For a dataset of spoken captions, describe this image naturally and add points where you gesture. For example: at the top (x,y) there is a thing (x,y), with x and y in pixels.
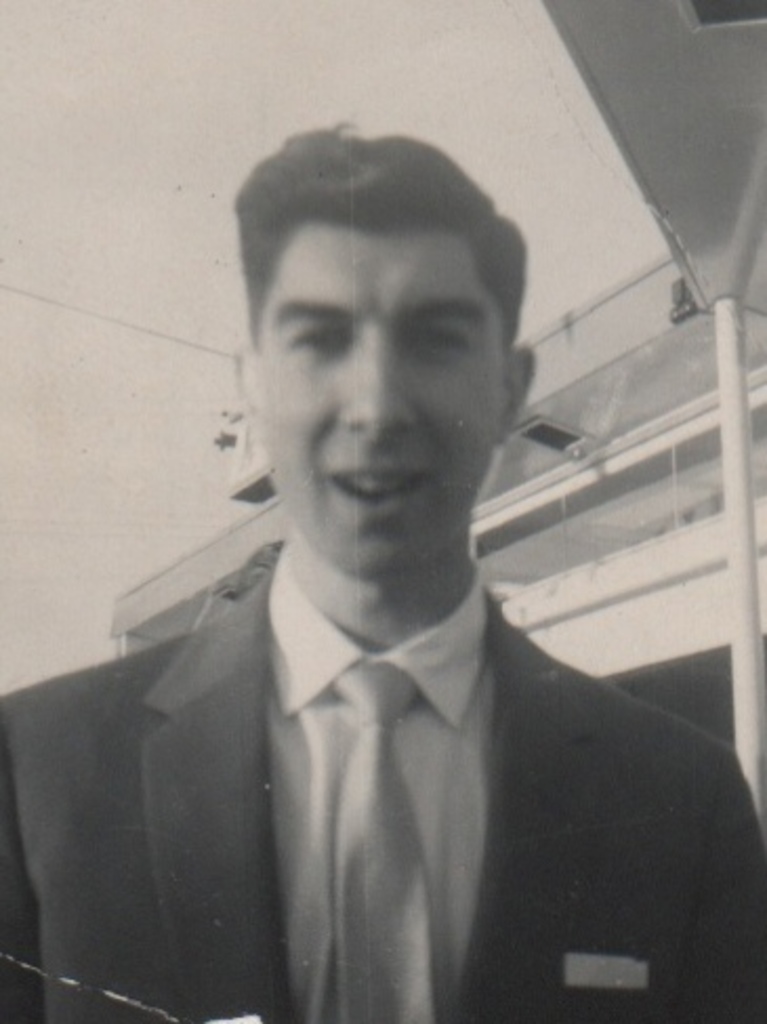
This is a black and white picture. I can see a man (304,556), there is a building (677,371), and in the background (156,175) there is the sky (215,189).
